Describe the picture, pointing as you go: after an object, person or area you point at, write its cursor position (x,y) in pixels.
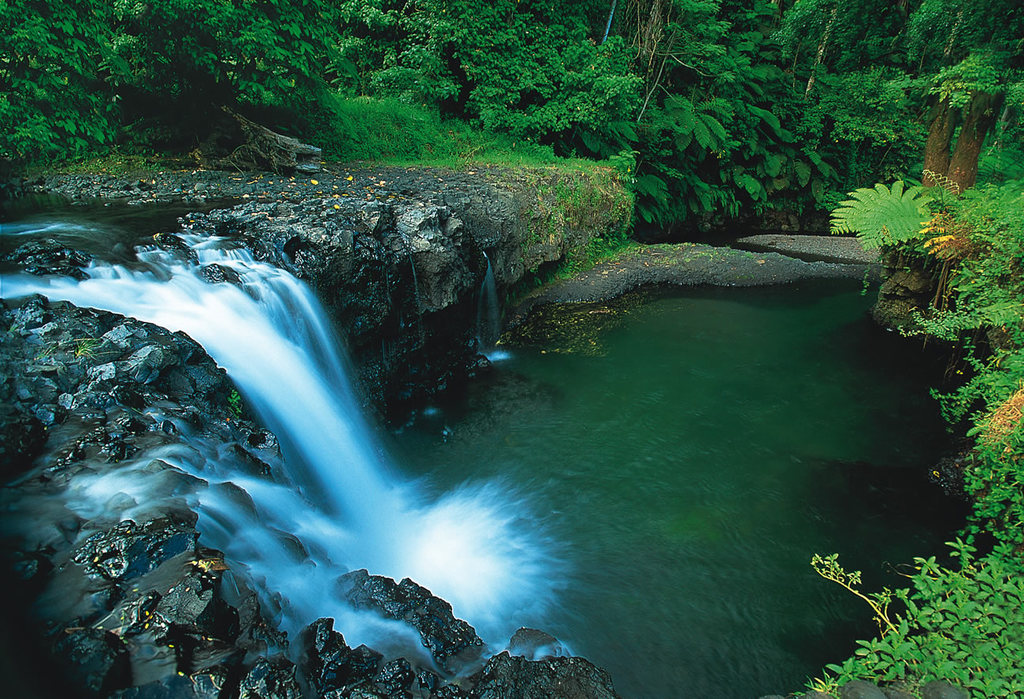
In this image I can see a waterfall (91,259) on the left side (176,317) and on the right side (724,572) I can see water (789,484). In the background (943,125) and on the right side of this image (961,106) I can see number of trees (714,160).
